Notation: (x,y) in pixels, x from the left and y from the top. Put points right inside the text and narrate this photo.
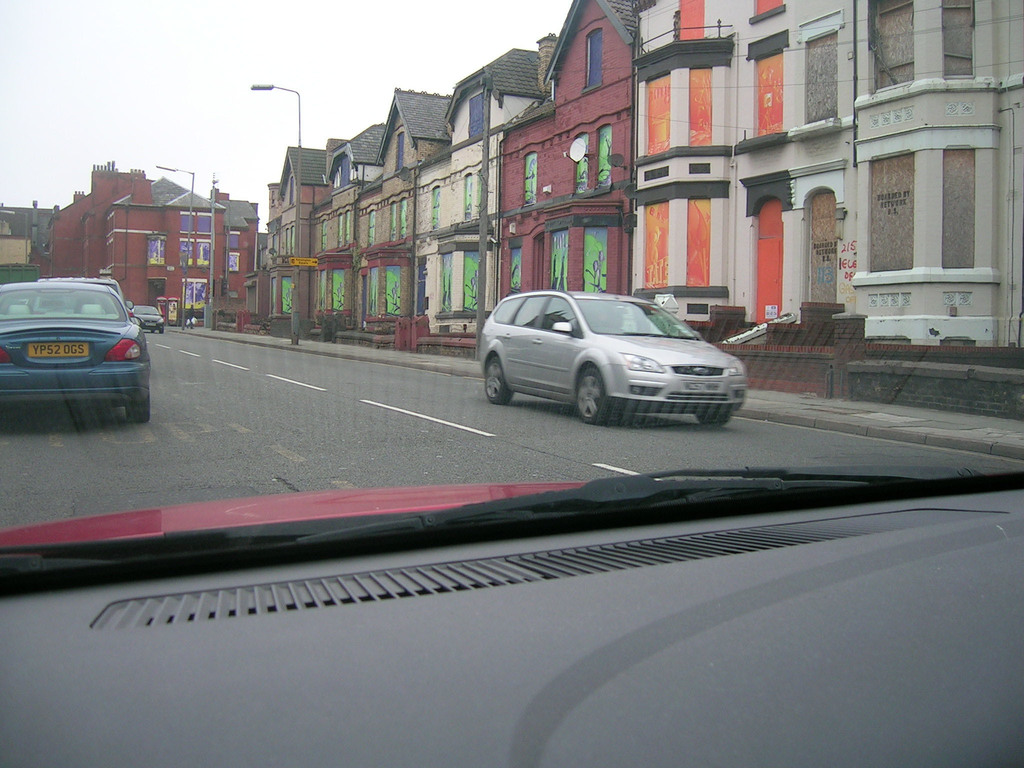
In this image from the dashboard (338,564) of a car (542,505) we can see there are vehicles (126,398) passing on the road (250,358), beside the road (240,401) there are lamp posts (210,310) and buildings (690,215).
